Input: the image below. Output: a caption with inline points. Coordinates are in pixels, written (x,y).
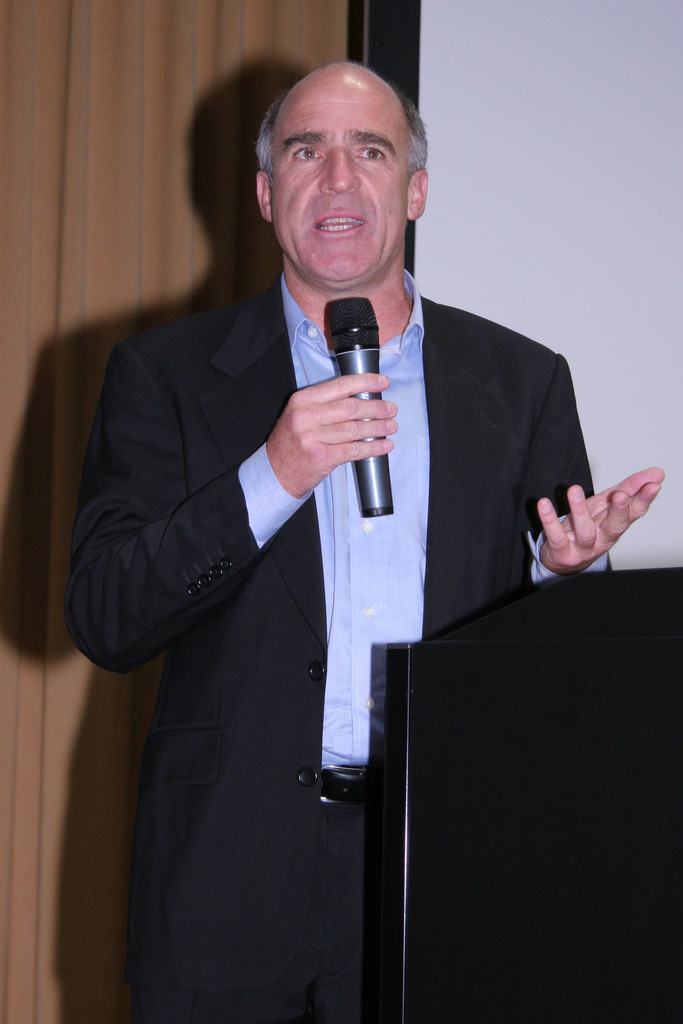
This picture is of inside. In the center (251,358) there is a man (290,463) wearing suit (454,456), holding a microphone (366,321), standing and talking. On the right (616,716) there is a podium (553,893). In the background (482,21) we can see a wall (573,85) and a curtain (103,108).
